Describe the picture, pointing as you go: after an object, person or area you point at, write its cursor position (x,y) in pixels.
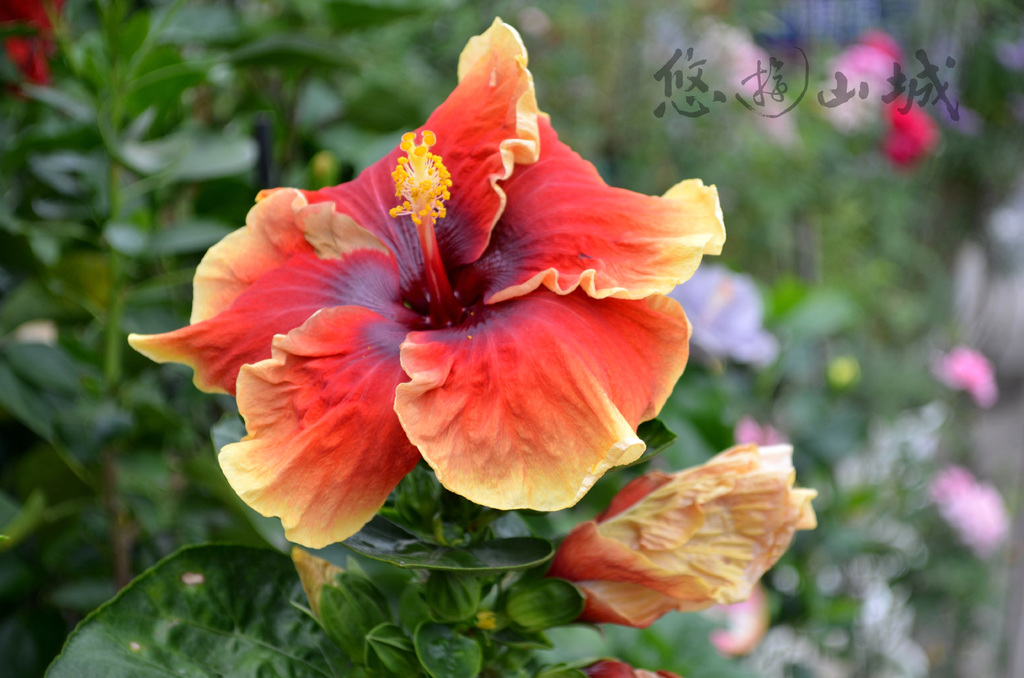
In this image we can see a flower (466,414) with some leaves (413,533) and stem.
